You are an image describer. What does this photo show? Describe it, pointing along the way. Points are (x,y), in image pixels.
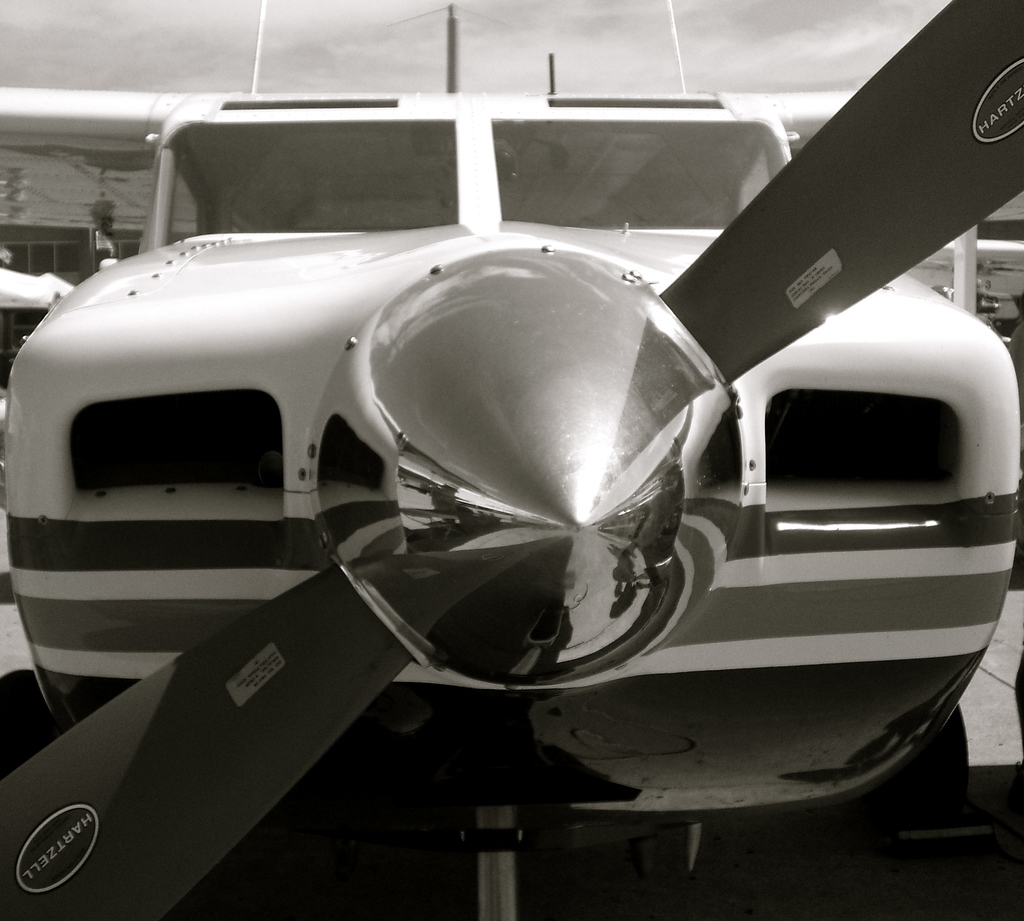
In this image, we can see a front view of an airplane (302,403). There is a sky (617,67) at the top of the image (503,27).
